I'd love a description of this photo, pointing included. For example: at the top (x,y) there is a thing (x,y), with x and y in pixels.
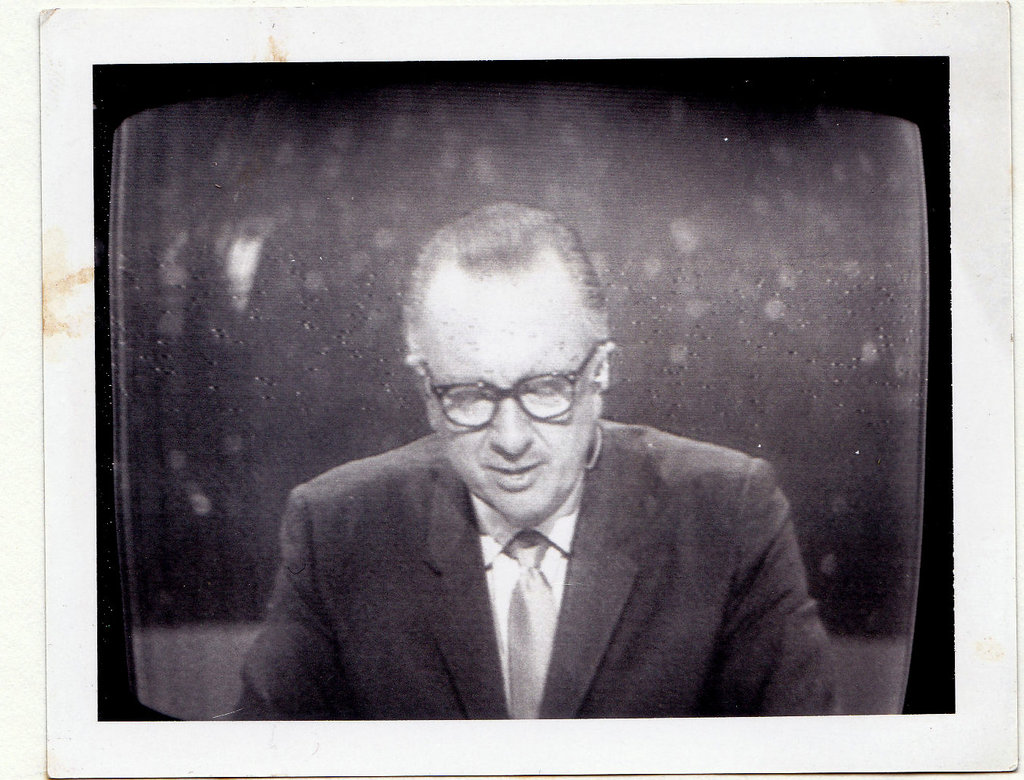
In this image we can see a poster (496,568) of a person (496,568) wearing suit (605,568) and spectacles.
